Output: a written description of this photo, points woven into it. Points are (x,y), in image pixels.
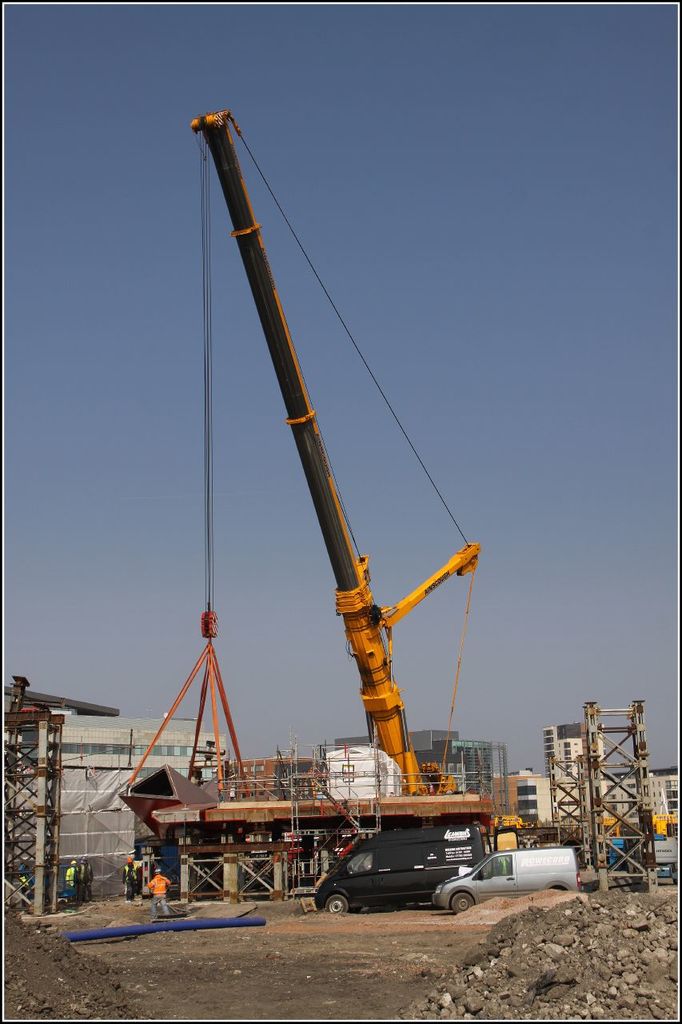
In this image in the center (335,616) there are some vehicles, poles (293,786), towers (42,783) and some buildings (514,812) and there are some iron rods (592,800). And at the bottom (554,954) there is sand (123,945) and some stones (579,957) and there are people (158,880) and objects (167,870), at the top (267,214) there is sky (338,309).
